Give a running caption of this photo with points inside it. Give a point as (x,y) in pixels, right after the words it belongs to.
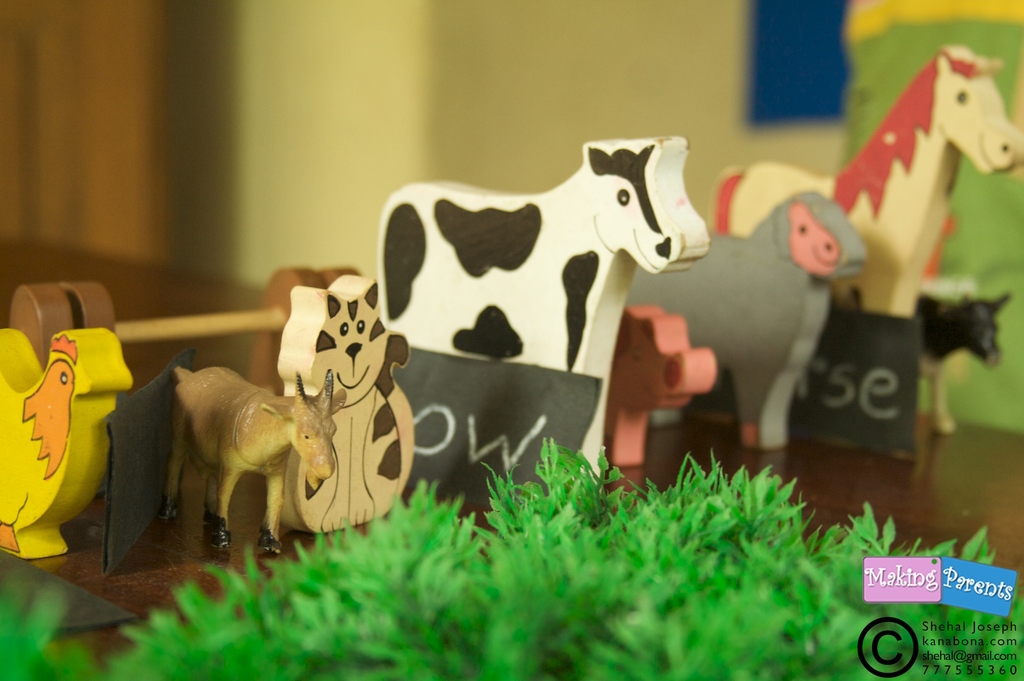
In this picture we can see toys (742,373), name cards (563,421), plants (784,544) and some objects (319,281) on the ground (879,509) and we can see a wall (313,196) in the background (260,174), in the bottom right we can see a watermark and some text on it.
